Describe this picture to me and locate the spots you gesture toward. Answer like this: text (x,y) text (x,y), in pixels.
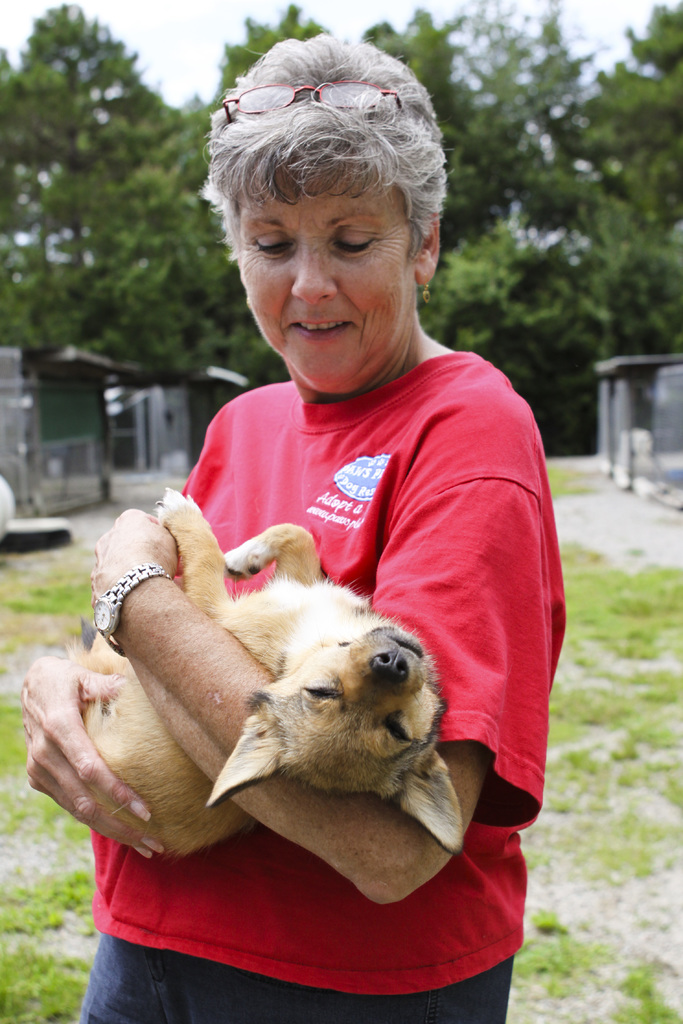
In this picture I can see a woman (380,415) holding the dog (296,641) with her hands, in the background (31,165) there are trees (229,64). At the top (218,35) I can see the sky (214,47).
